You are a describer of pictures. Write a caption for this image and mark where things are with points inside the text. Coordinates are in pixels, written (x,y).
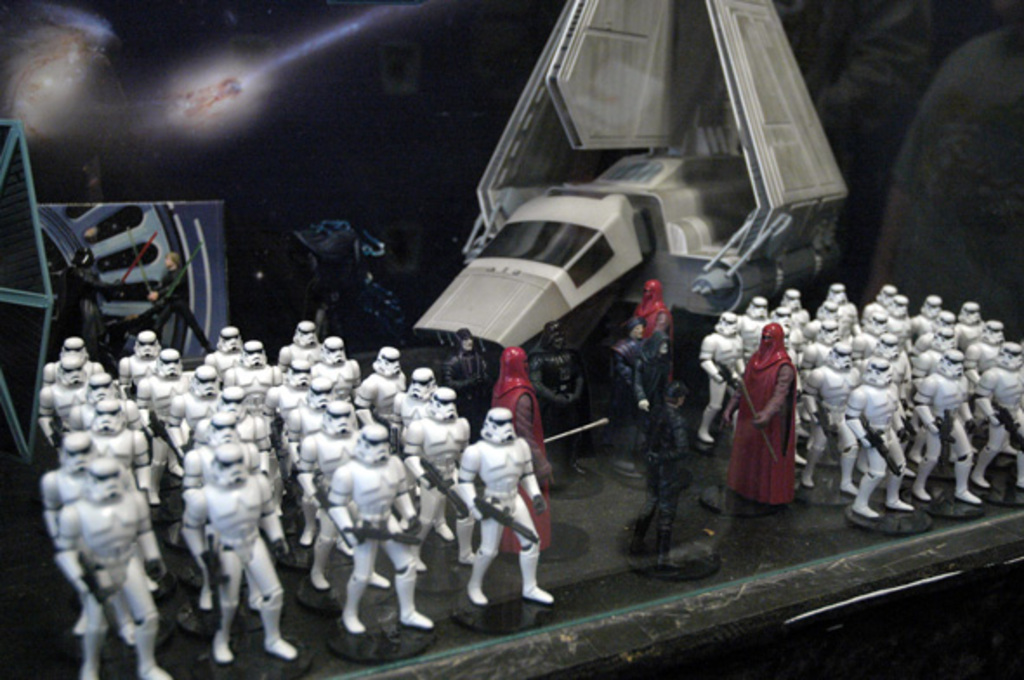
There is an animated image where we can see machinery (526,248) and men (437,464), it seems like a poster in the background area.
